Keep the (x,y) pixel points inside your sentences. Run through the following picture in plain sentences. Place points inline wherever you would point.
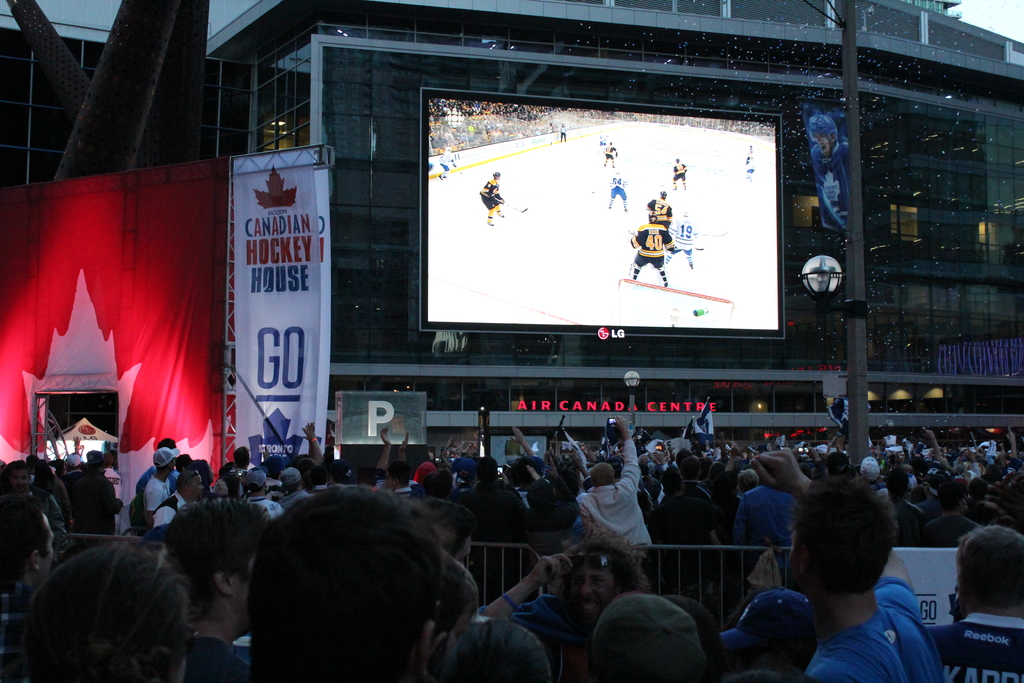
In the foreground (658,619) I can see a crowd (675,615) on the road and fence (702,602). In the background (237,252) I can see a screen (634,324), buildings (992,332), poster (283,289) and the sky (974,1). This image is taken on the street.
